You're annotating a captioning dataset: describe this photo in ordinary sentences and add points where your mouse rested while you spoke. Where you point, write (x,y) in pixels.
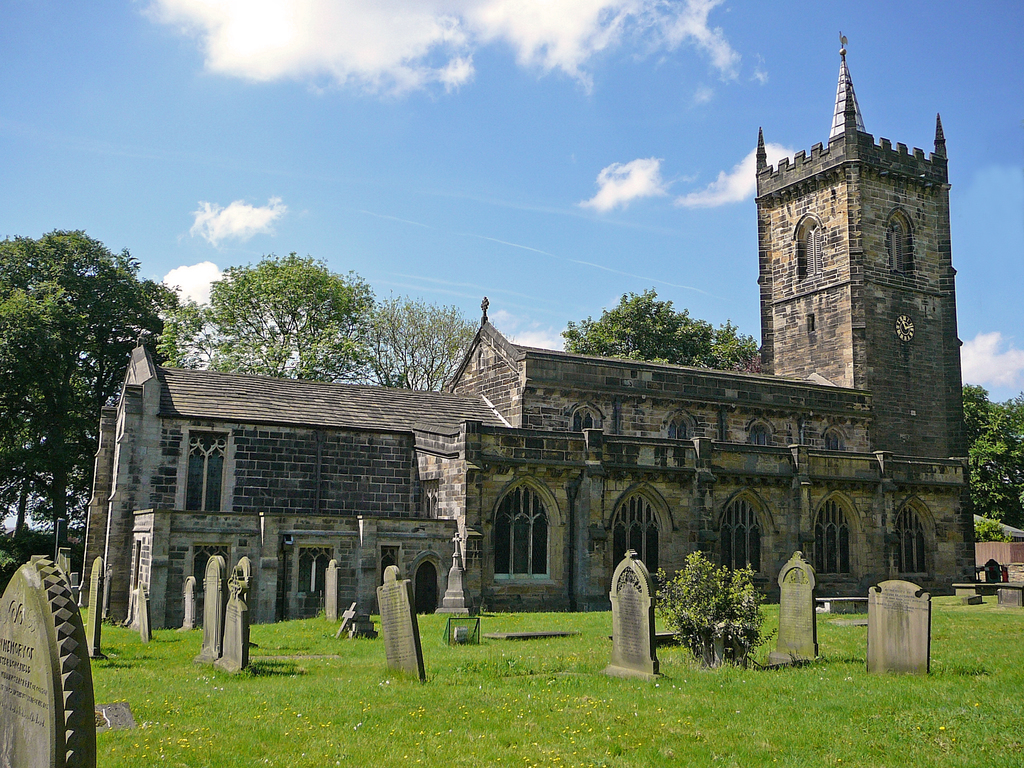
In this image there is a building (568,481), in front of the building (310,402) there is a graveyard (492,686). In the background (98,352) there are trees (363,354) and the sky (495,195).
